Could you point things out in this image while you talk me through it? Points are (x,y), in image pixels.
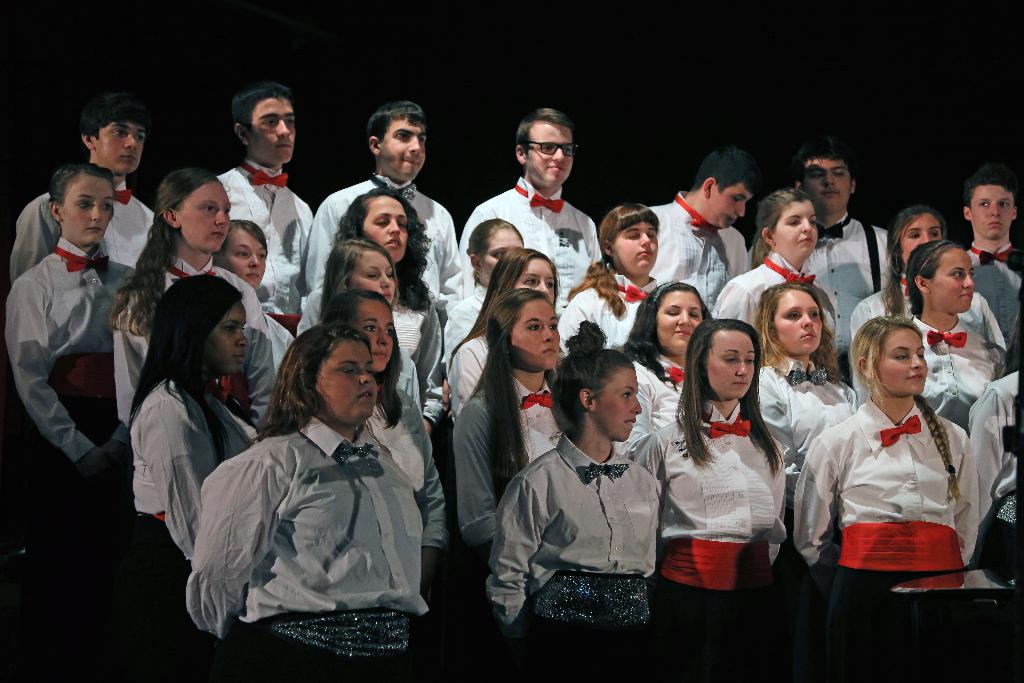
In this image we can see a group of people (434,422) standing and wearing same color dress (428,320) and the background (607,101) is dark.
